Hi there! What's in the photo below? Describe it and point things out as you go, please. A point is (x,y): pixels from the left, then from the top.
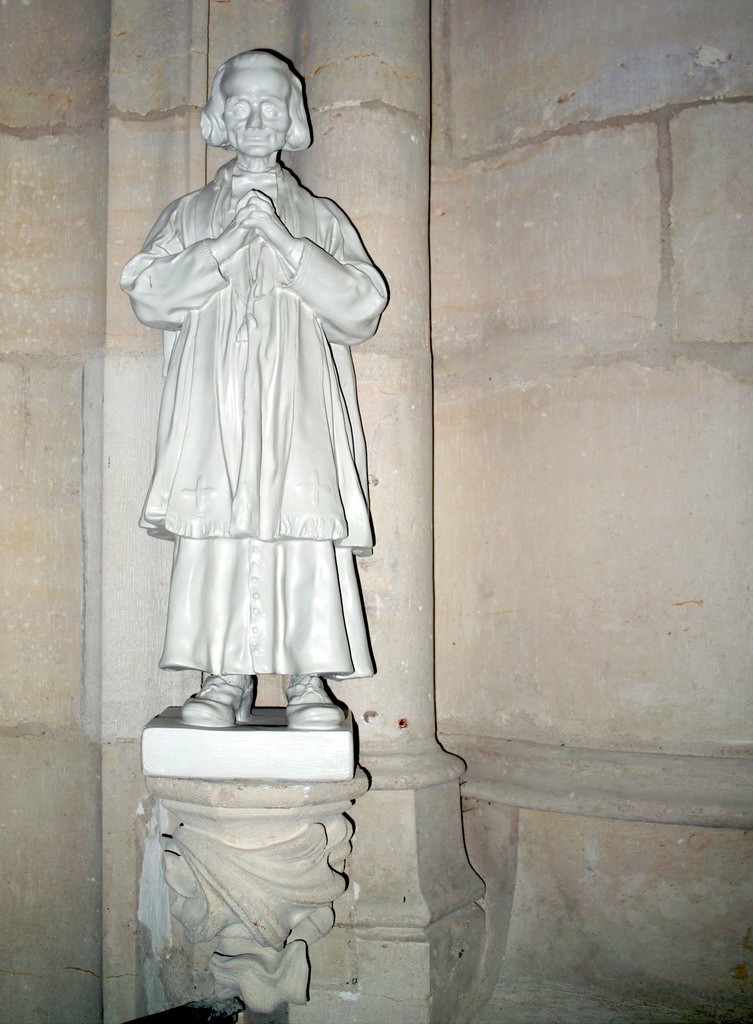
In this picture there is a sculpture (291,899) on the left side of the image (197,280).
